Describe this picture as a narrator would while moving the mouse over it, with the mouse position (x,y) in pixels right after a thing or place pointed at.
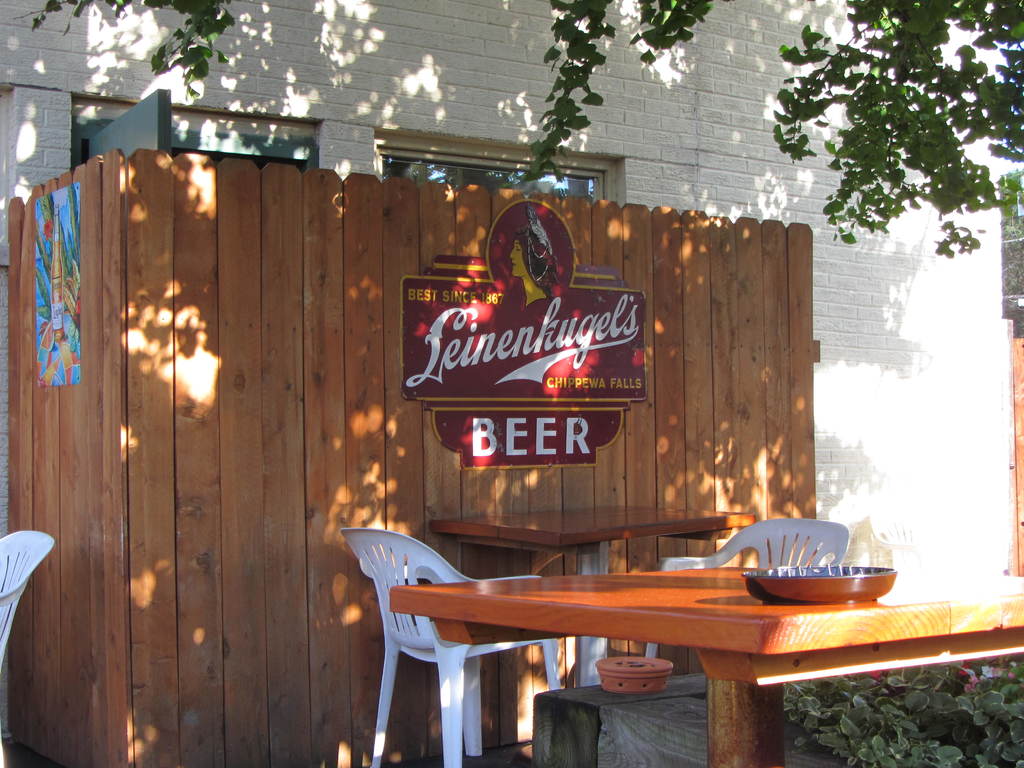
There is a table (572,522). In front of that table (436,587) there are two chairs (774,547). And there is a bowl (795,583) on that table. To the right bottom (937,723) there are some plants (915,695). And to the right top corner (988,82) there is a tree (952,68). And we can see a logo (503,309) on the wooden wall (723,383). We can see a brick wall (708,122), a building (720,143) and a window (453,164).
